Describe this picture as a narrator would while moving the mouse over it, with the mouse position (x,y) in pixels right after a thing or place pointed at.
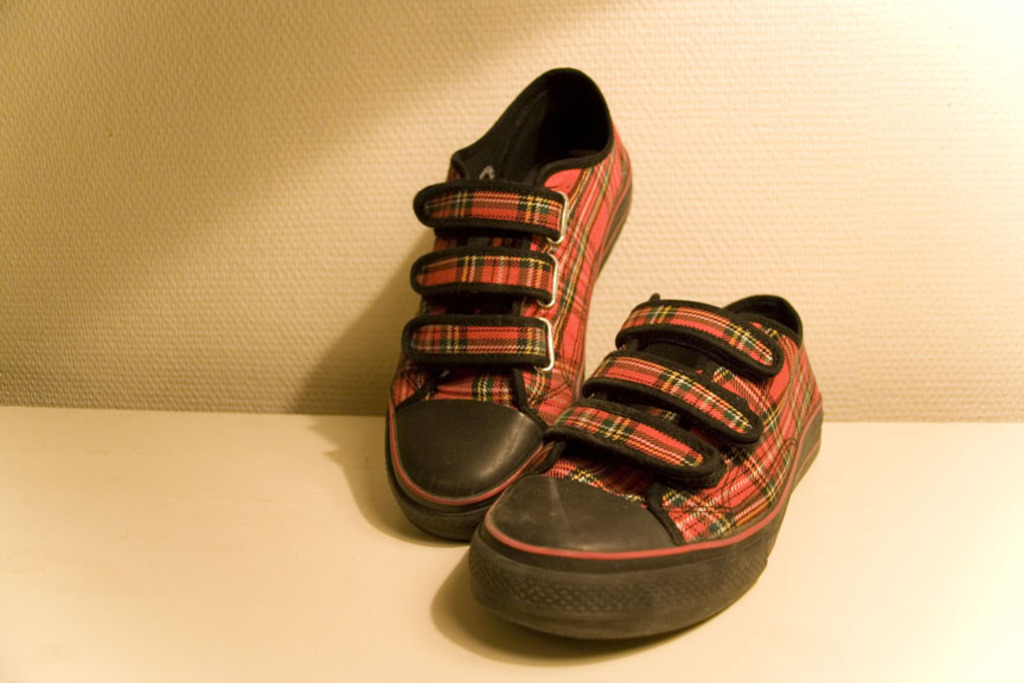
In this picture we can see shoes (488,180) on a platform (923,454) and in the background (106,193) we can see wall (267,186).
